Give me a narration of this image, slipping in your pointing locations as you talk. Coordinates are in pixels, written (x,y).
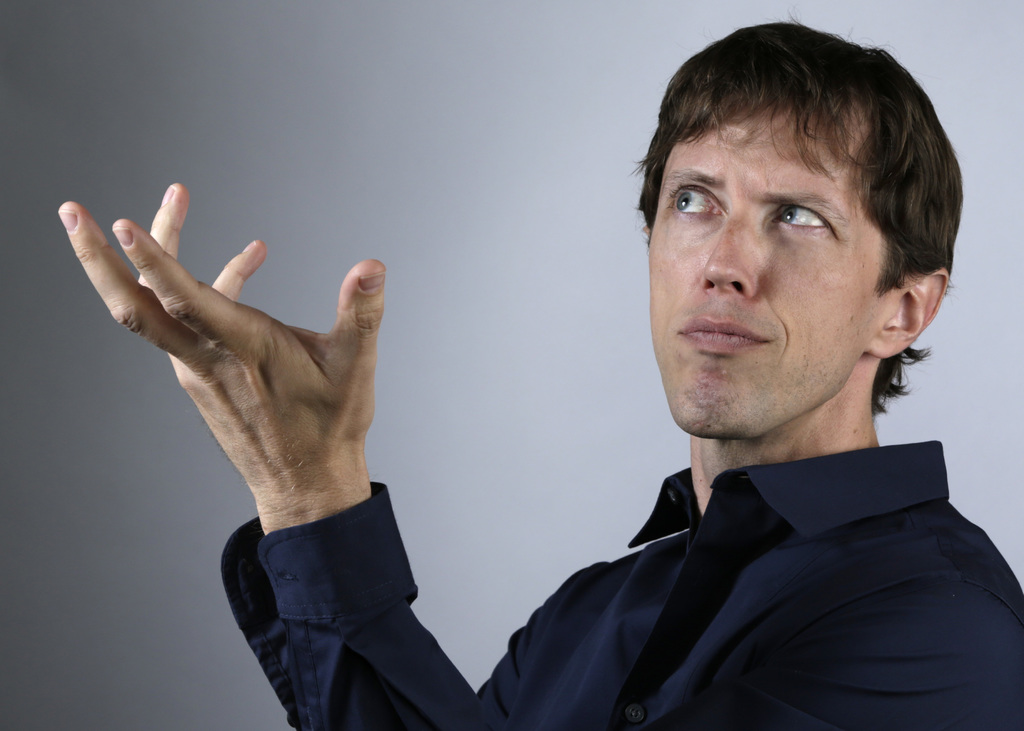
In the foreground of the image (283,350) there is a person (925,622) wearing blue color shirt (638,585). In the background of the image (410,83) there is wall (58,615).
